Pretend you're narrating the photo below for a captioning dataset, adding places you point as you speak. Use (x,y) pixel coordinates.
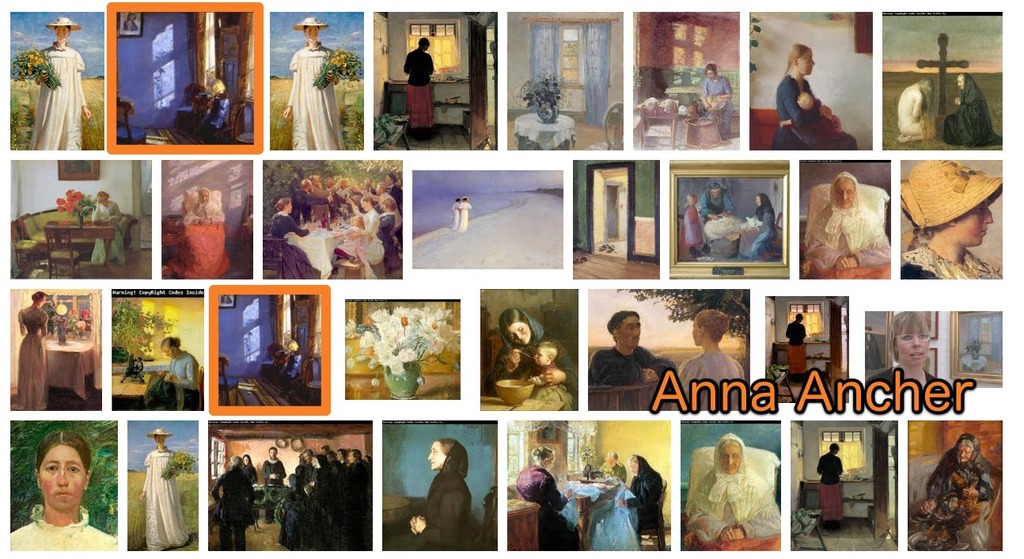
This is a painting in this picture on the left side (71,73) there are two women (67,93) who are standing, and they are holding flowers (58,81). And there are a group of people (365,222) who are sitting and they are holding glasses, and some of them are sitting on chairs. And there are some tables (92,356) and benches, flower bouquets (173,463). And there are a group of people (233,486) who are standing and discussing something. In the center (385,189) there are some people (462,226) who are standing, and there are flower pots (403,368), plants (409,319) and there is one woman (519,344) who is feeding her baby (551,352). On the left side (301,231) there are a group of persons (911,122), some of them are sitting and some of them are standing and there are some tables (84,229), chairs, bowls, flower pots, houses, trees (667,307) and some doors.
